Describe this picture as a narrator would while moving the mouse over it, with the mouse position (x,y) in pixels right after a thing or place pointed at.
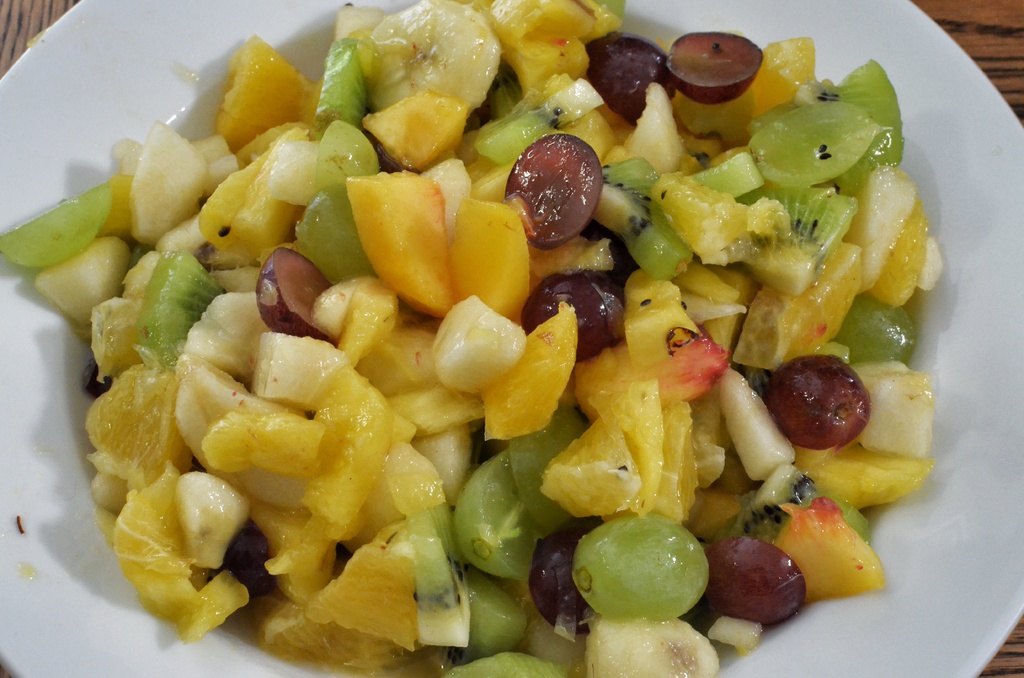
In this image there is a fruit salad (528,492) in the bowl (36,368) kept on a table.
